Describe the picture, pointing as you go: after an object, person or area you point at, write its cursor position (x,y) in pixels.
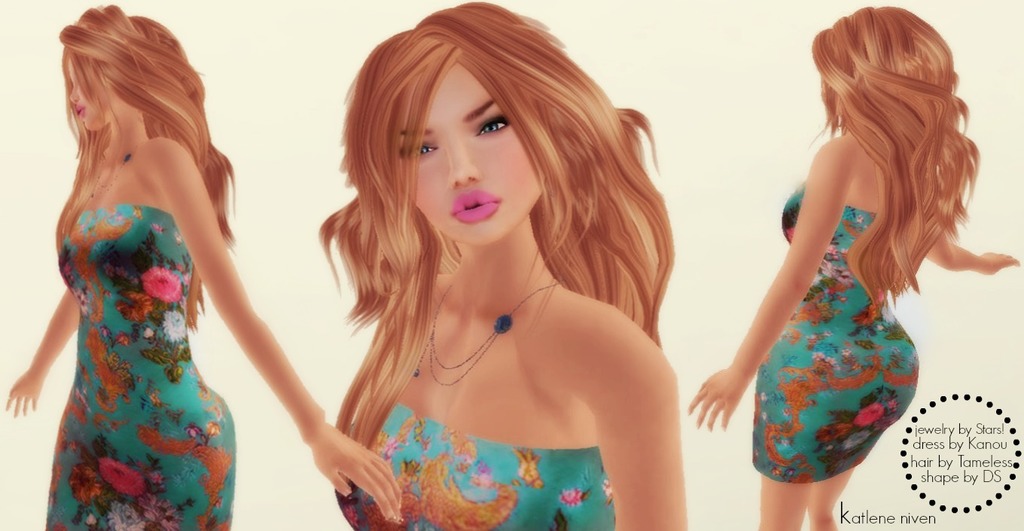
This is an animated picture. In this picture there are images of a woman (825,201). On the right (936,464) there is text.
